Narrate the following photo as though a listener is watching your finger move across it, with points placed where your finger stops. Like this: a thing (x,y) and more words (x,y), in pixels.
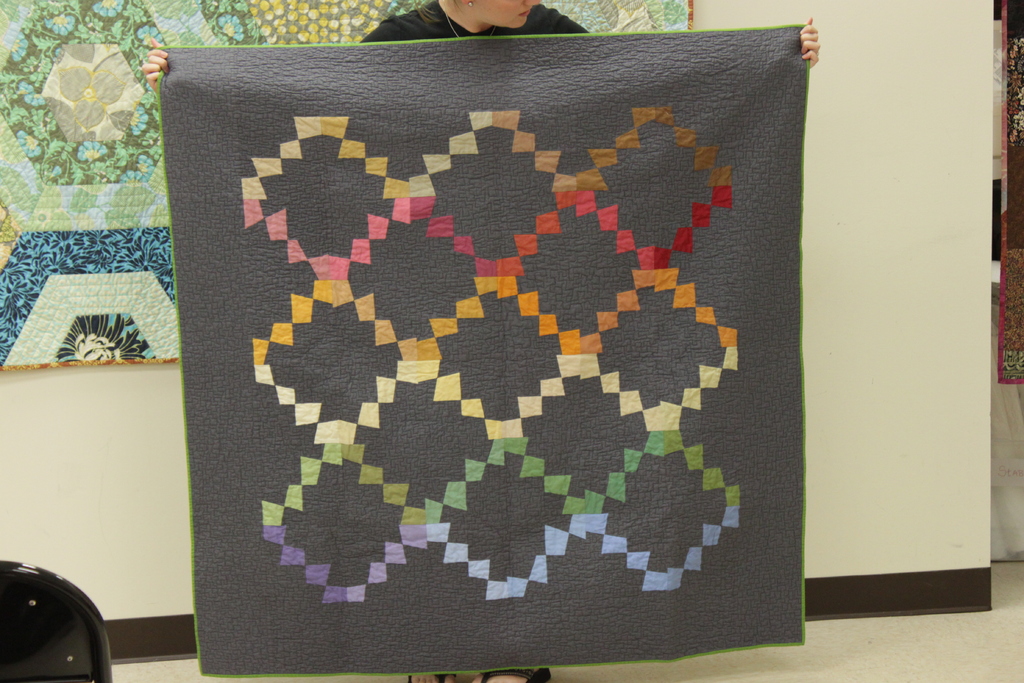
Here we can see a person (419,680) holding a cloth (696,540). This is floor (919,650). In the background (937,55) we can see wall (943,16) and clothes (1015,351).
